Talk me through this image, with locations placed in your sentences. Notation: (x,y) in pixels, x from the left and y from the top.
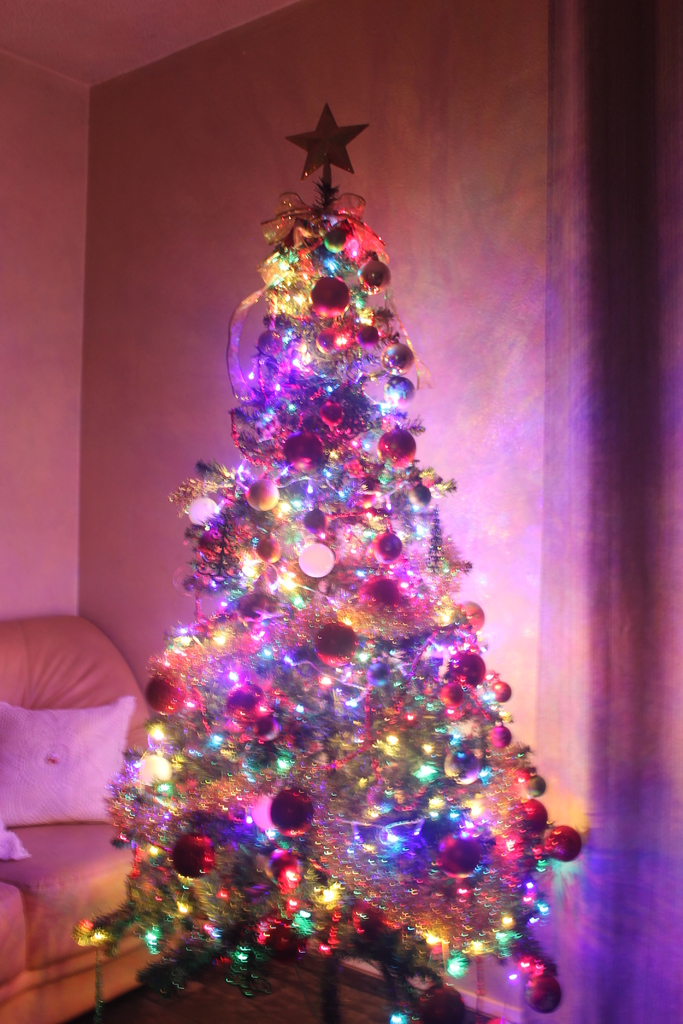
In this image we can see a decorative Christmas tree (216,520), walls (212,445) and sofa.
